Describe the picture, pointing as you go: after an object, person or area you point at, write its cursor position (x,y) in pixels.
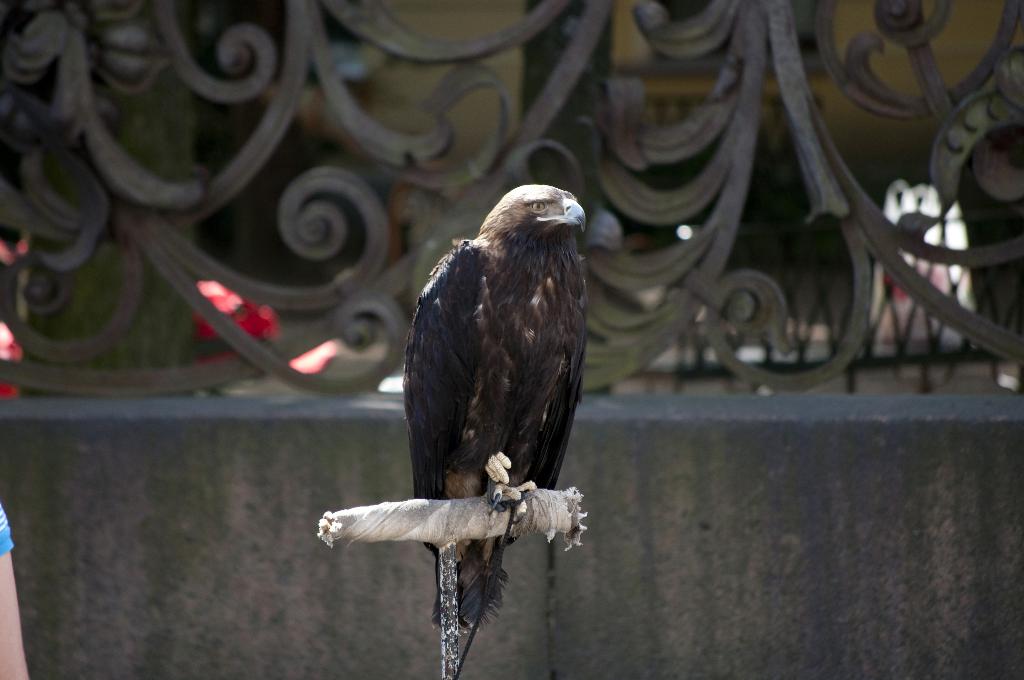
In this picture I can observe a bird (501,399) which is in black color. It is looking like an eagle (517,379). In the background (338,233) I can observe a railing (516,180).
